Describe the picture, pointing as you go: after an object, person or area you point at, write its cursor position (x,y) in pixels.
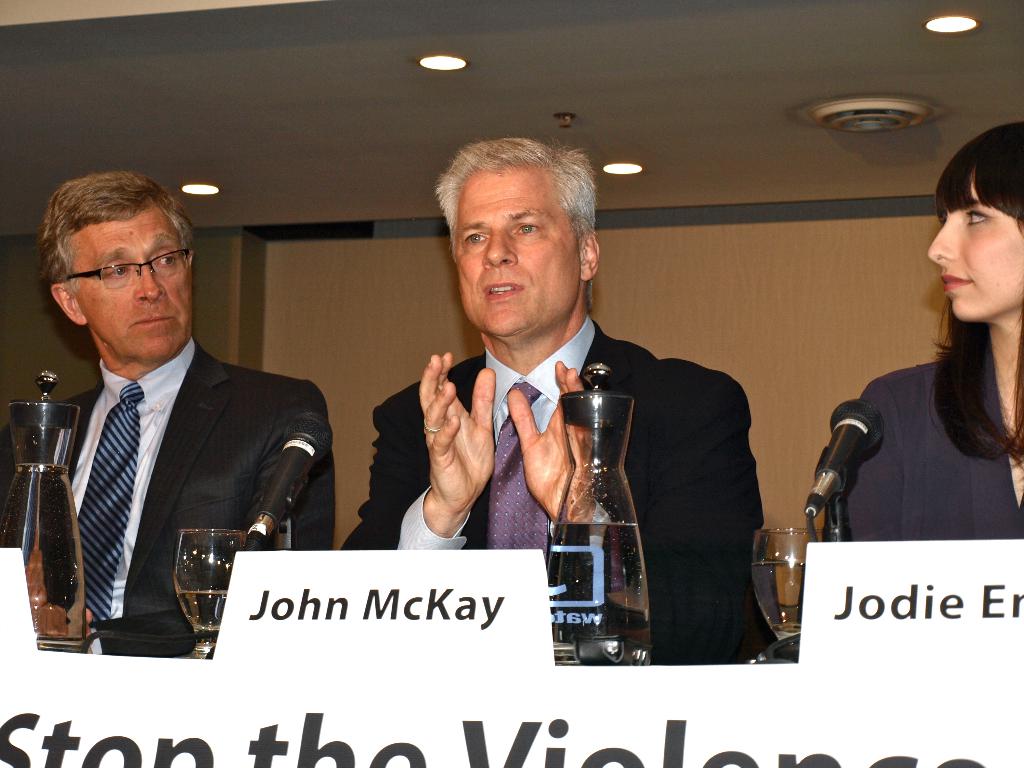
In this image, we can see people (557,387) and are wearing coats (258,379) and one of them is wearing glasses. In the background (390,281), there are lights (436,67) and there is a wall (670,221). At the bottom (202,533), there are jars (43,482) and glasses (187,542) and mics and some boards (468,600) on the table (597,677).
